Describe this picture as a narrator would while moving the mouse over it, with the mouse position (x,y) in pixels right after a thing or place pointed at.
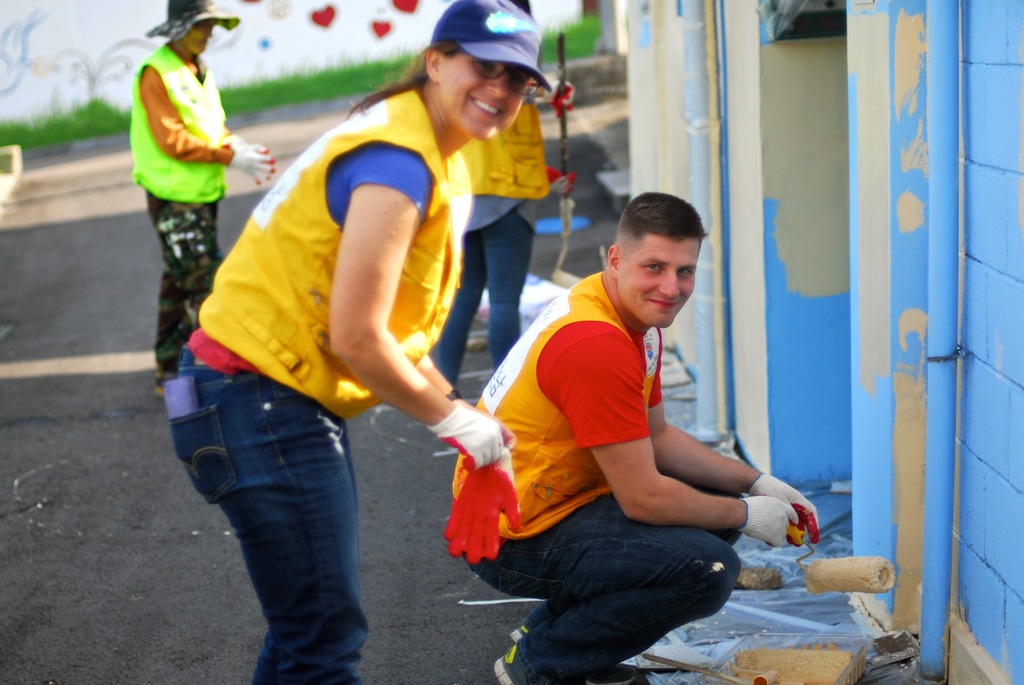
In this picture I can see three people (284,179) are standing and one man (600,437) is in a squat position and holding an object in the hand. These people (386,225) are smiling. This woman (462,420) is wearing cap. In the background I can see grass (262,87). On the right side (969,427) I can see a wall (985,384) and blue color pipes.
